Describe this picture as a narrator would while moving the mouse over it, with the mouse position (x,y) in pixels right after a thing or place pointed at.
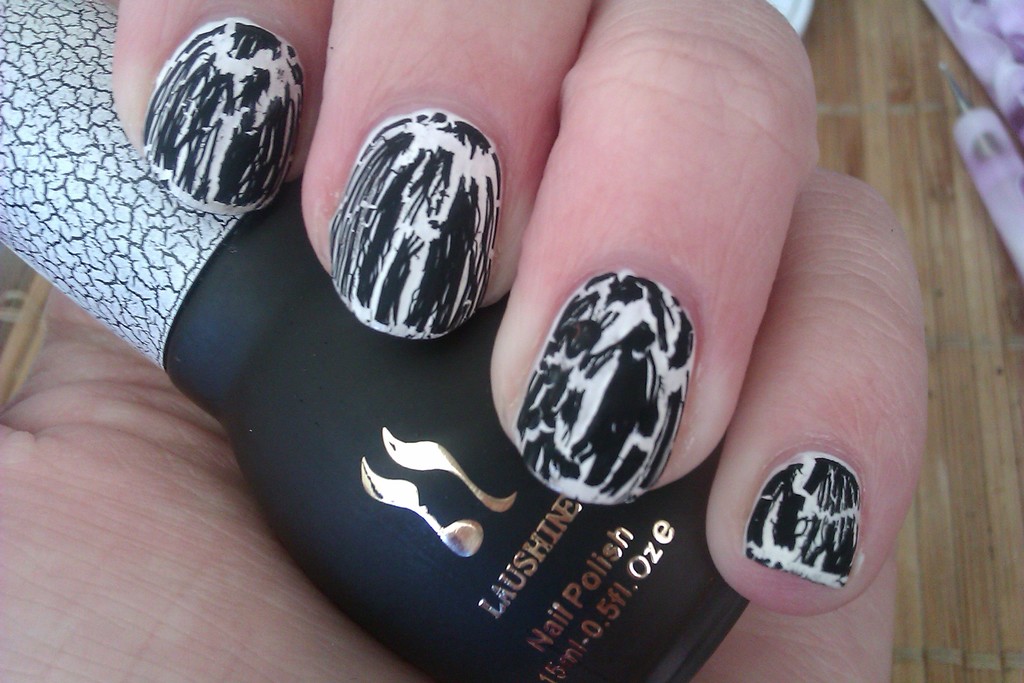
In front of the image we can see the hand (620,474) of a person (322,245) holding the nail polish (457,494). At the right side of the image (886,166) there are some objects (1020,220) on the wooden surface (940,252).
